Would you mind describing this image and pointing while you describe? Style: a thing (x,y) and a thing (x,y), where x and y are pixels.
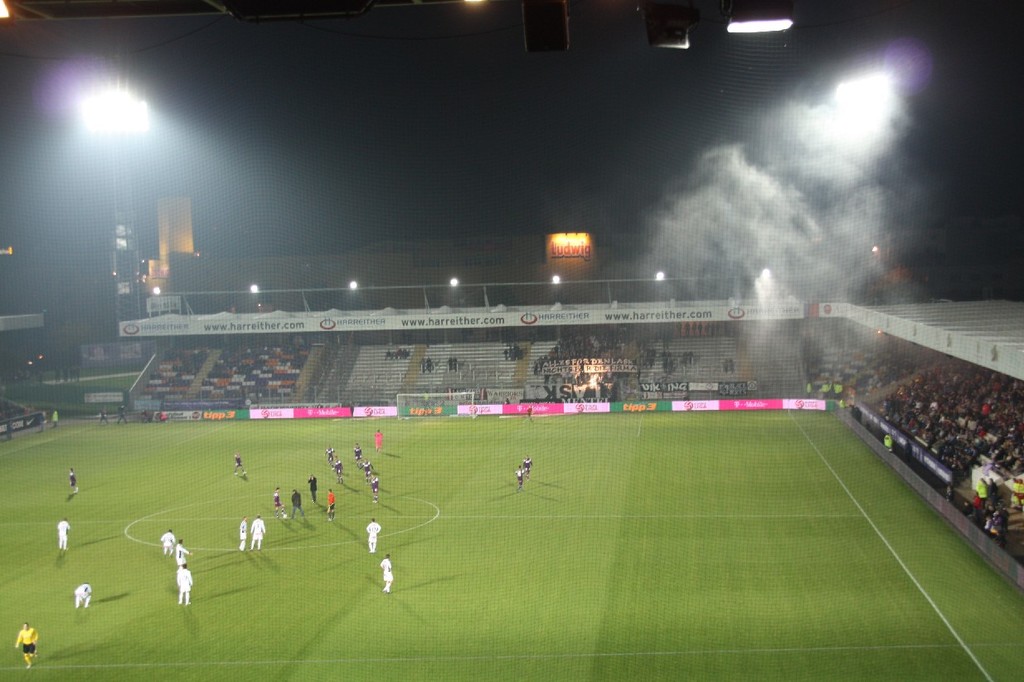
The picture is of a football ground (228,462), in the ground (323,516) there are many players (253,534) playing. In the center (535,407) and the right it is stadium (316,372), there are chairs (285,371) and audience (925,410) sitting in it. On the left (95,118) and right there are flood lights (848,113). In the center of the background there is a hoarding (576,244). The background (627,203) is dark.
